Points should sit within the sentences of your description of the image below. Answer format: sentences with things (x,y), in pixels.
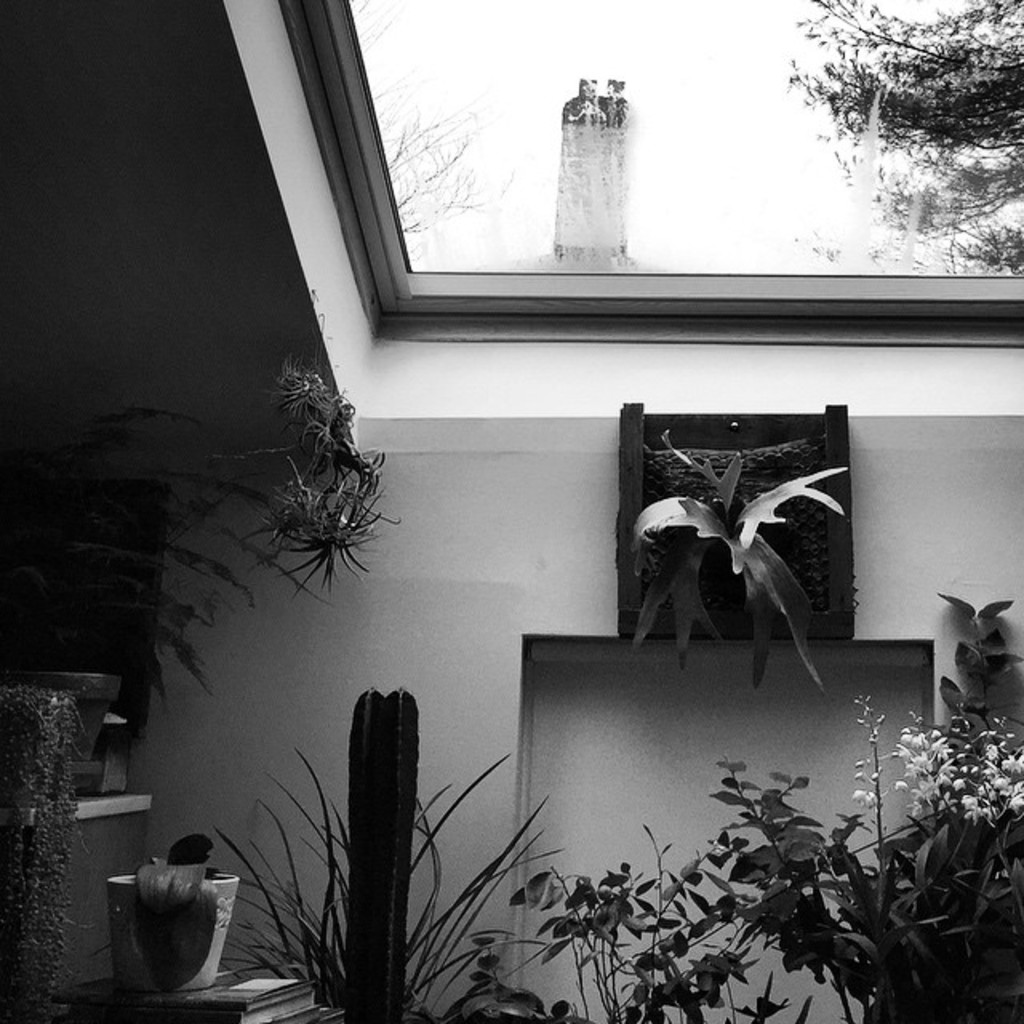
In the picture we can see a house (678,844) with some house plants (1008,733) and to the top of the house (536,531) we can see an open space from it we can see a part of the tree (995,48) and sky (405,228).
